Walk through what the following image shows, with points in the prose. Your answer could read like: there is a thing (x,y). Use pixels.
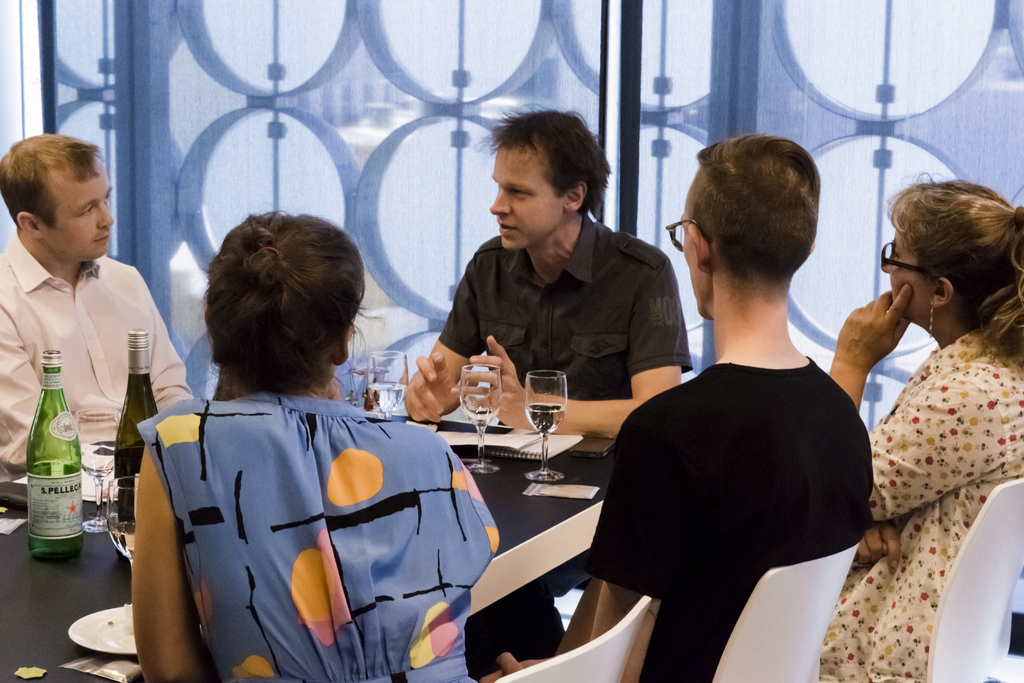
Here we can see that group of people (758,143) sitting on the chair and in front (462,434) there are wine bottles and glasses (471,405) on the tables (448,424) and some other objects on it.
